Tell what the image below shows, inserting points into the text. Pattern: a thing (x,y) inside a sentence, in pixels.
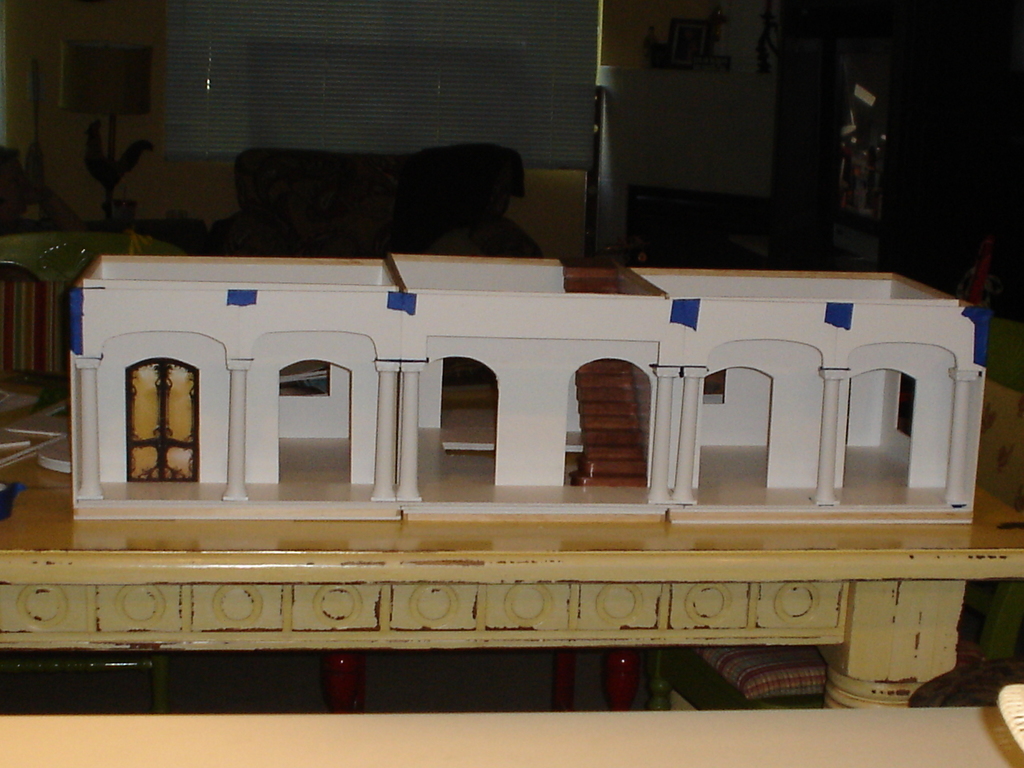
On this table (809,571) we can see a design (829,413) of a building (552,399). There are chairs (36,296). In the background (688,169) there is a wall (706,99), frame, sofa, and a lamp (142,111).
